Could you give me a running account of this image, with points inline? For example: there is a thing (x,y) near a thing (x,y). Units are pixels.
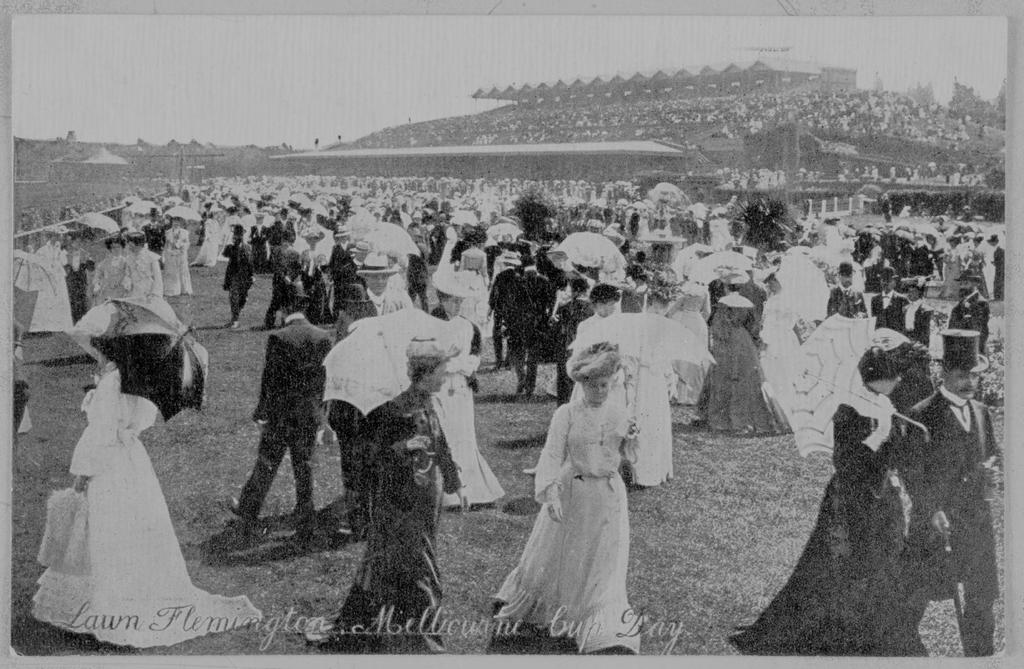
This is a black and white picture. Here we can see crowd (468,242) and they are holding umbrellas (465,327).
